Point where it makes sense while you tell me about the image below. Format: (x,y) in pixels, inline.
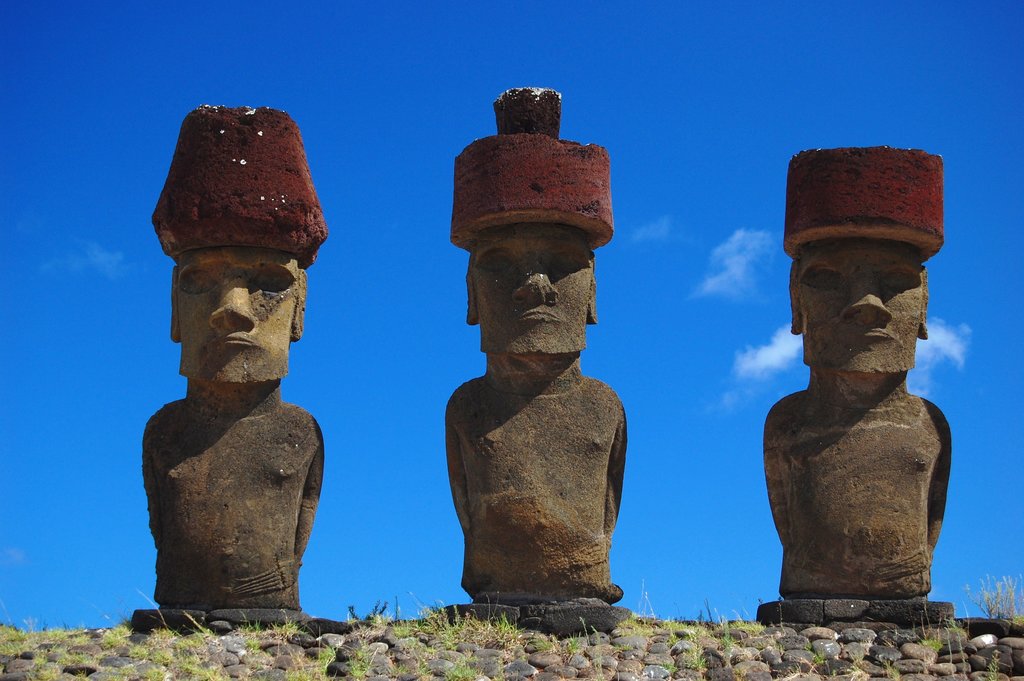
In the image we can see three sculptures (221,539) on the rocks (557,631) and the grass (383,628), also we can see the sky (56,155).
